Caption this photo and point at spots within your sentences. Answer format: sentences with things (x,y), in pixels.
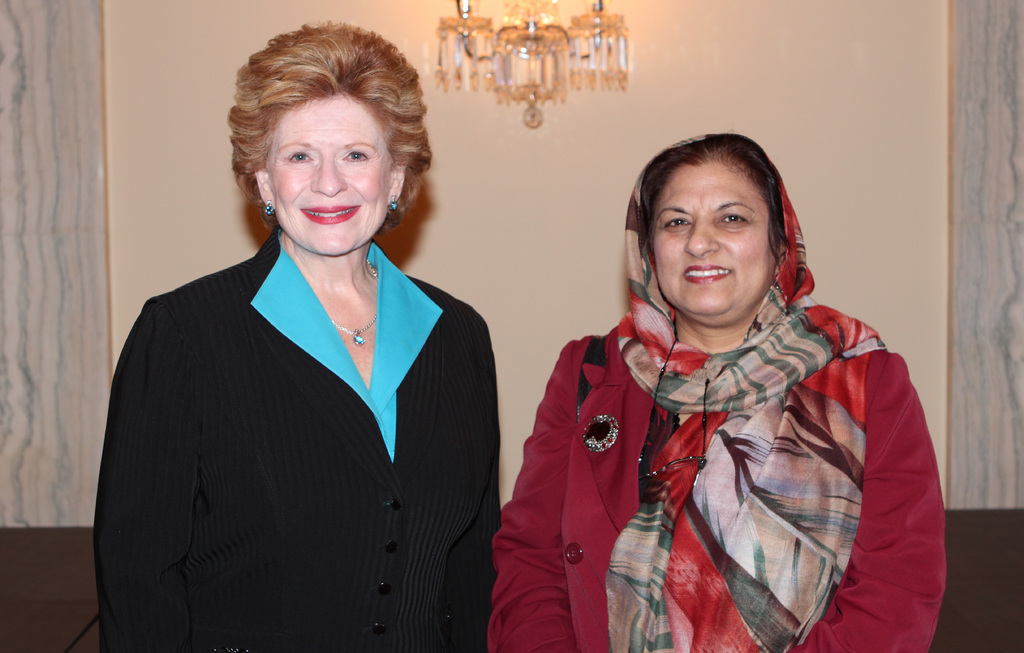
In this image I can see two women (418,407) in the front (532,446) and I can also see smile on their faces (270,178). I can see the left one is wearing black colour jacket (380,435) and the right one is wearing red colour jacket (624,489). I can also see a chandelier (446,51) in the background (567,93).
